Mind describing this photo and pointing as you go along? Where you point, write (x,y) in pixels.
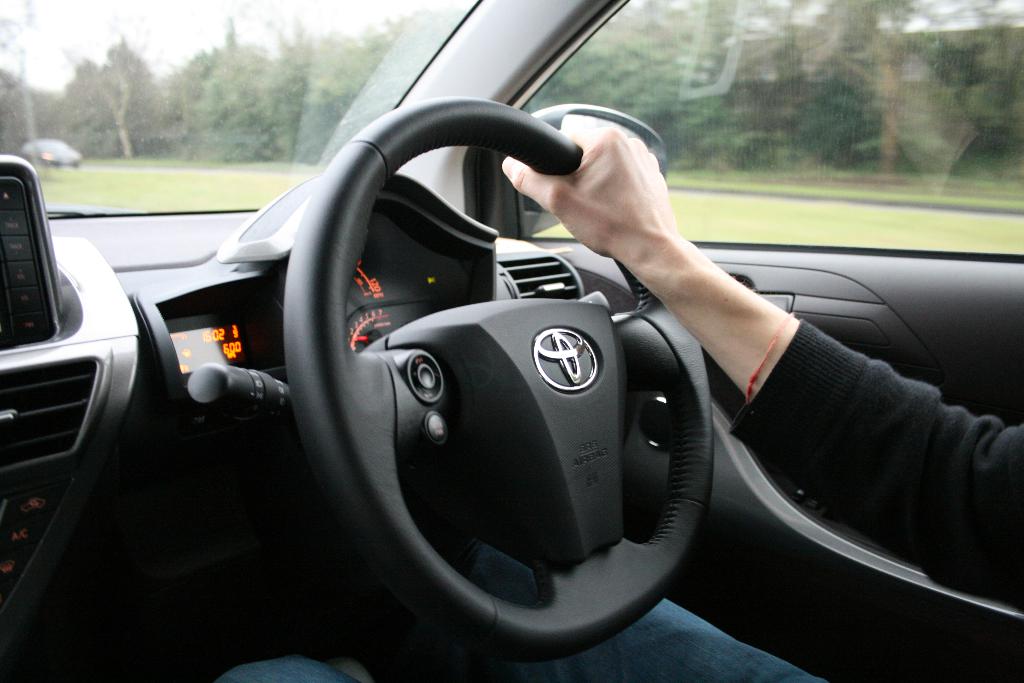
In this image I can see a hand (656,213) of a person (791,373) is holding black colour steering (489,462). I can also see a logo (568,344), digital speedometer (368,316) and in the background (703,16) I can see number of trees (674,140). I can also see a vehicle (69,163) over there.
